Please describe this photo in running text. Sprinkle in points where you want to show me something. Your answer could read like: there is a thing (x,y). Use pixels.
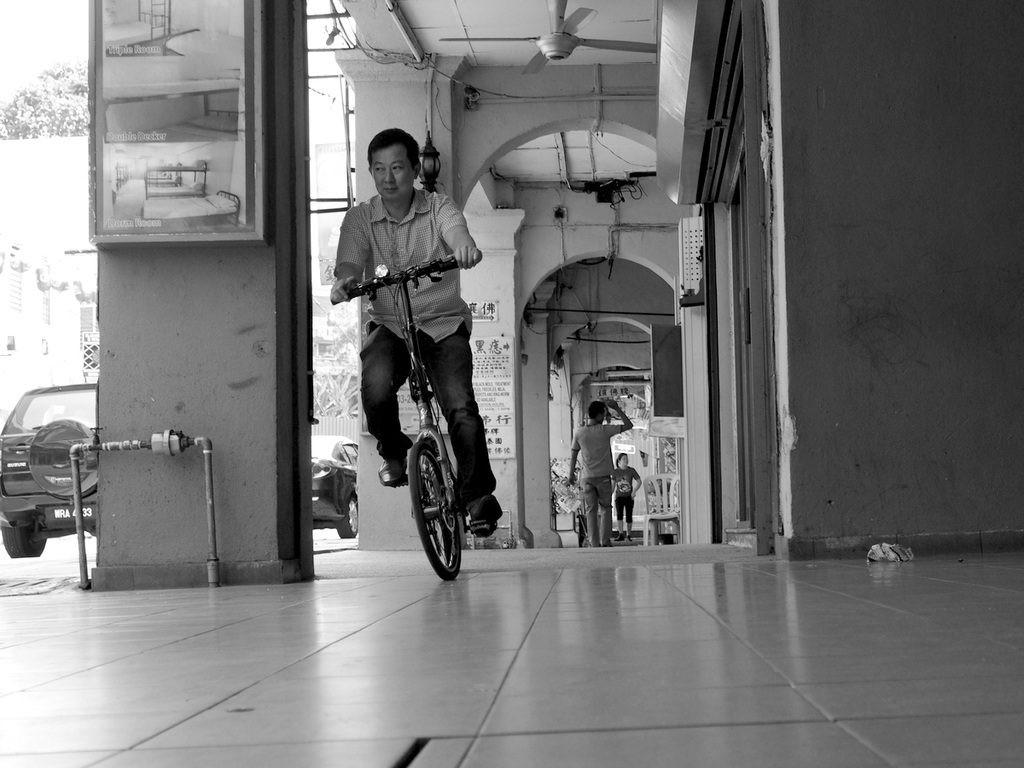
It is a black and white picture, there are total three people (602,497) in the picture, the first person (404,351) is riding a cycle (452,529) and the remaining two (603,471) are standing, beside the first person (404,381) there is a pillar (230,316) and to the pillar (209,253) there is a poster (209,227), to his right side there is a wall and some door (729,393), to the roof (517,58) there are fans (556,30) to his left side there are two cars (24,496).
